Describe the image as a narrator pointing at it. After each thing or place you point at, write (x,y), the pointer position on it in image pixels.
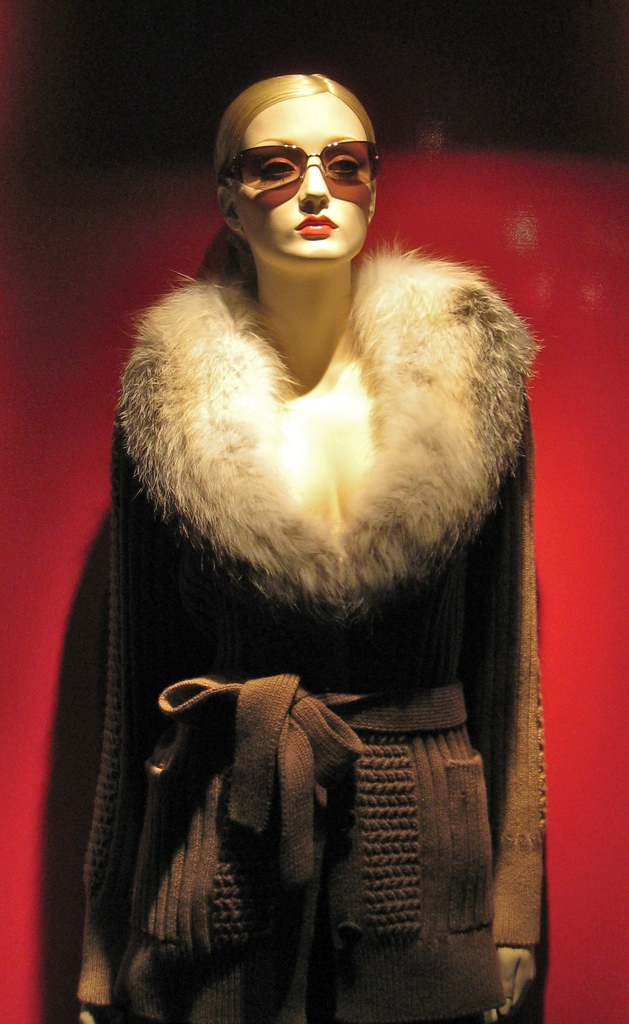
In this picture there is a mannequin (222,598) standing, it is wearing a coat (415,446). In the background (91,239) there is a wall (410,224) painted red.
